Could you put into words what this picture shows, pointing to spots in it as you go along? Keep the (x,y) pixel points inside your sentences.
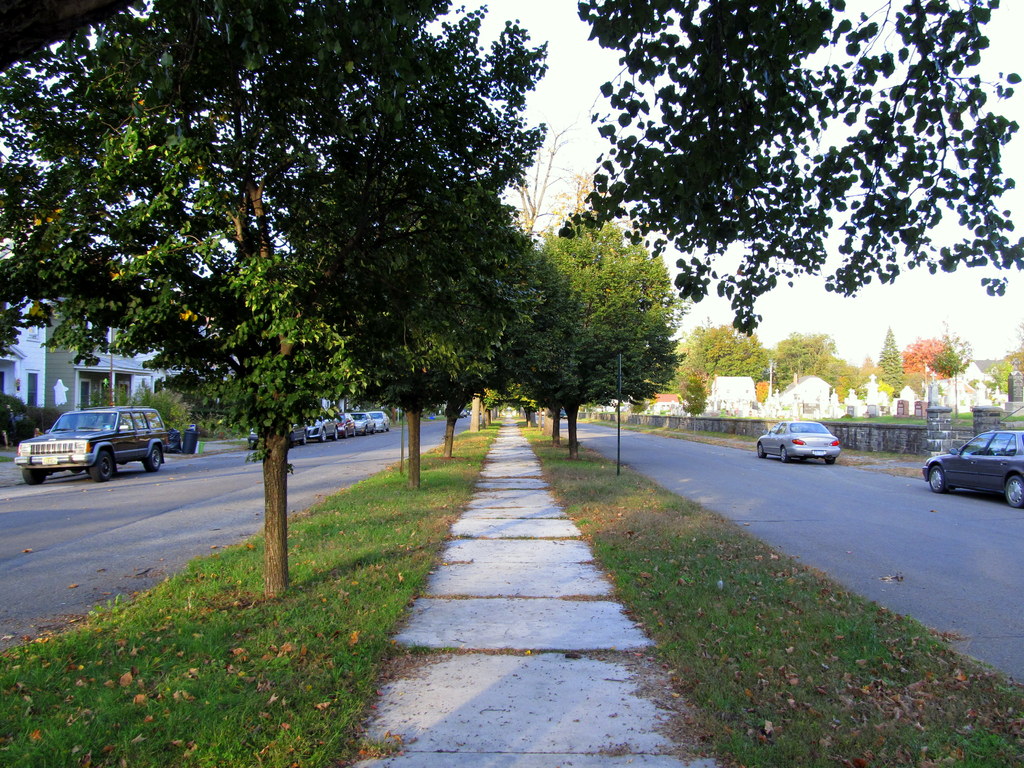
In this image we can see some vehicles (1007,482) on the road (422,438). We can also see the pathway (463,685), grass (671,550), a group of trees (417,477), a container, some buildings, fence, poles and the sky (549,116) which looks cloudy.
